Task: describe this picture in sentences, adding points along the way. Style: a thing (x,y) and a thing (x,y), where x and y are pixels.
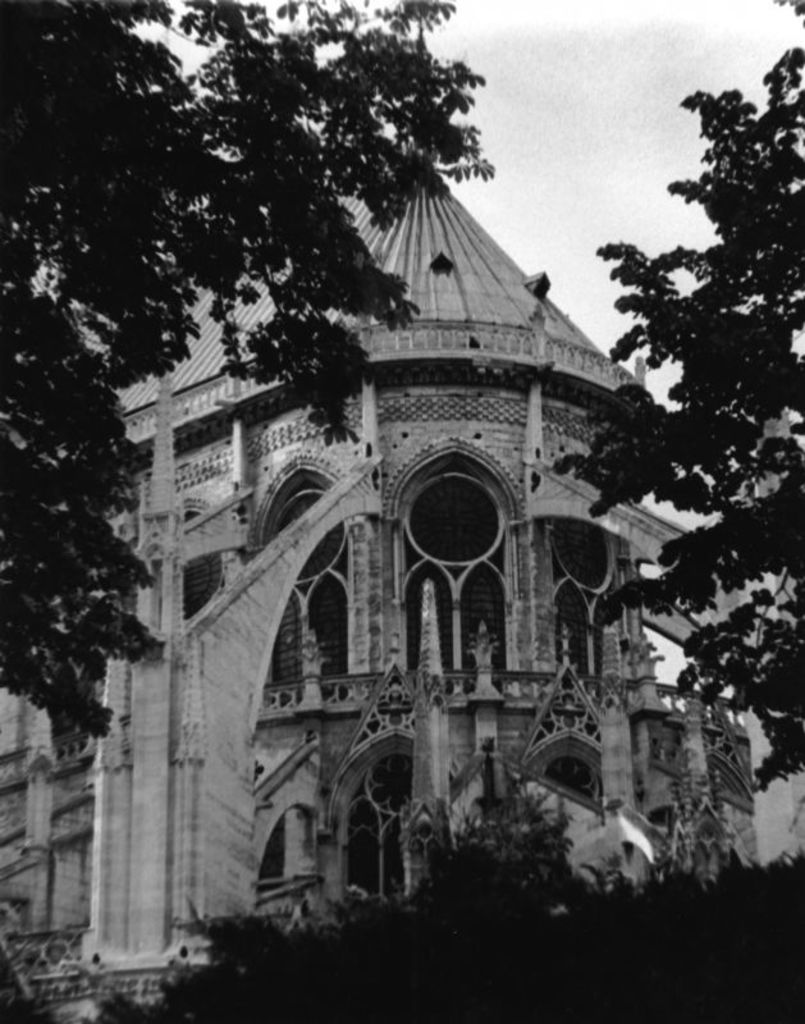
This is a black and white picture. In this picture we can see a building (529,666), trees (626,305) and the sky (637,65).
